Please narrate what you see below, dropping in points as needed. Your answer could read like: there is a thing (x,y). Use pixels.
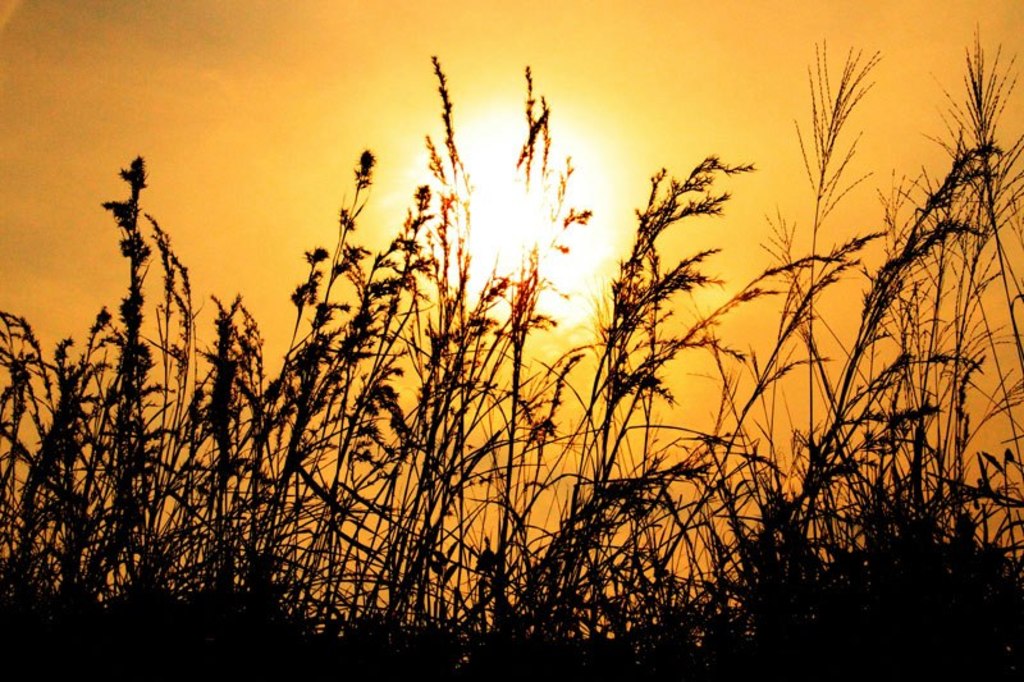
In this image we can see some plants (422,436) and in the background (412,155), we can see the sunlight (596,140) and the sky (344,155).
